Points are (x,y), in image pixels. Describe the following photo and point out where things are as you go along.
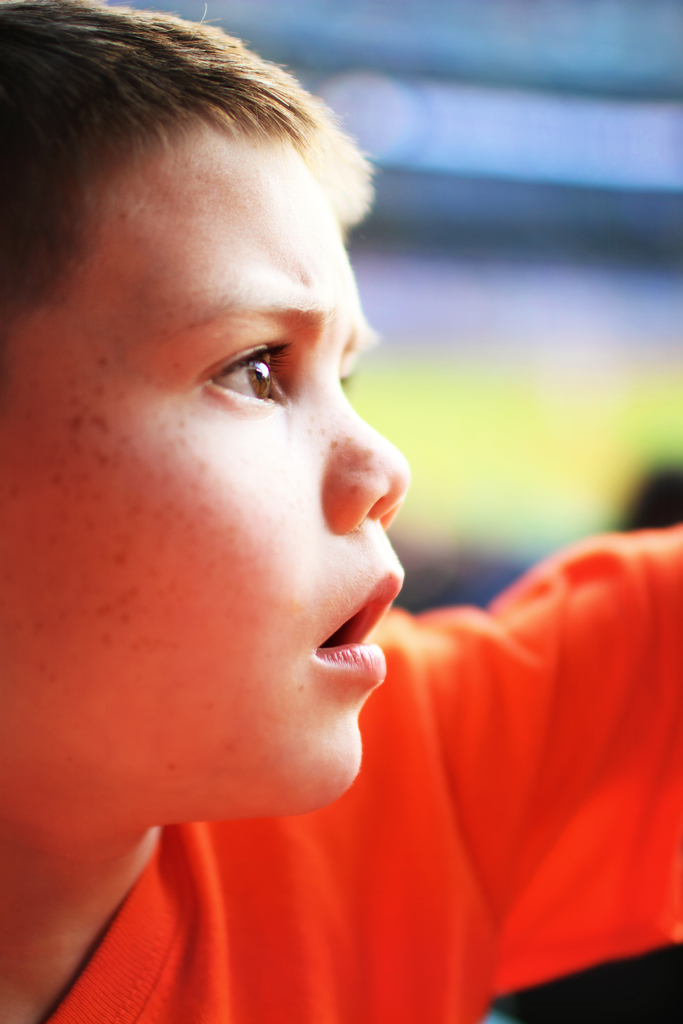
In this image we can see a boy (358,514), and the background (516,382) is blurred.
